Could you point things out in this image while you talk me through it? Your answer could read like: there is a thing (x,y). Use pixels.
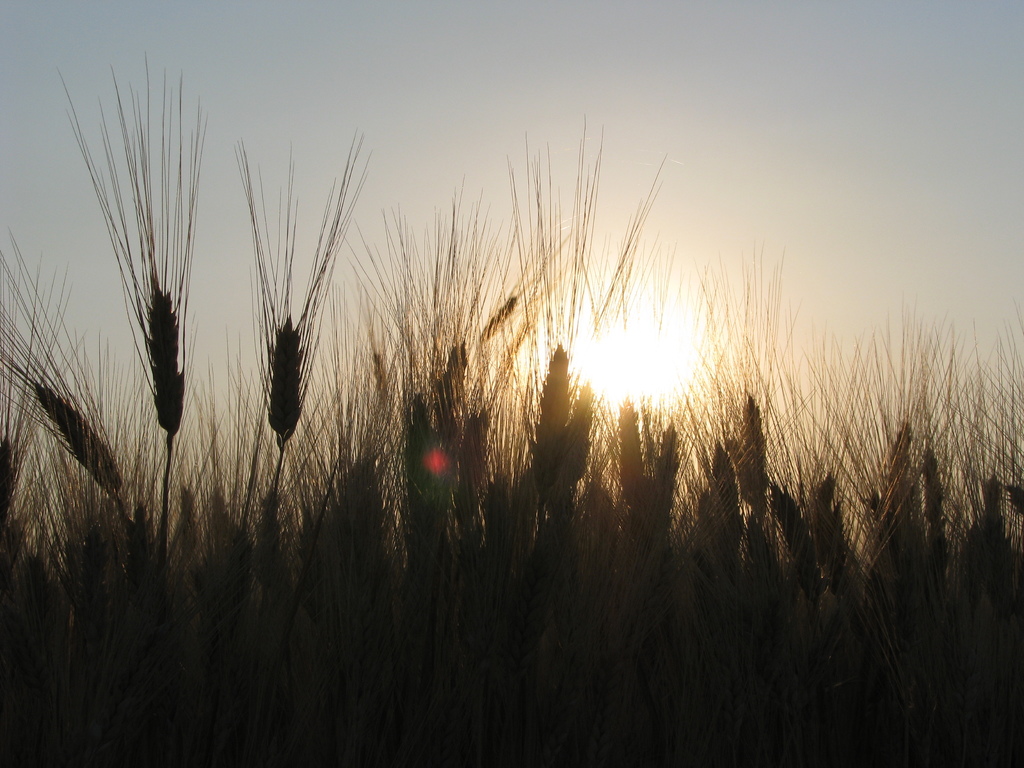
In this image there is a crop (533,585), at the top of the image (607,171) there is sun (600,347) in the sky (477,151).
